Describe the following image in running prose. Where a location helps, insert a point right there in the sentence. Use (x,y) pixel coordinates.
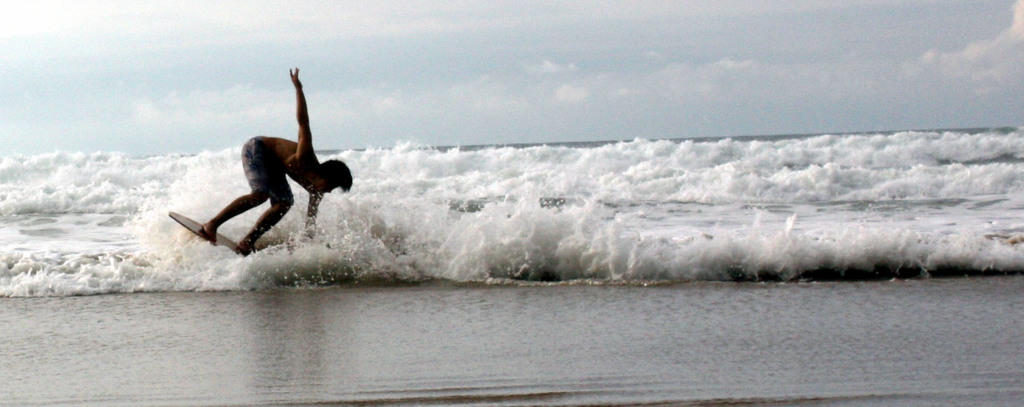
In this picture we can see a man (267,196) is surfing with the help of surfboard (180,221), and also we can see water (498,218).
